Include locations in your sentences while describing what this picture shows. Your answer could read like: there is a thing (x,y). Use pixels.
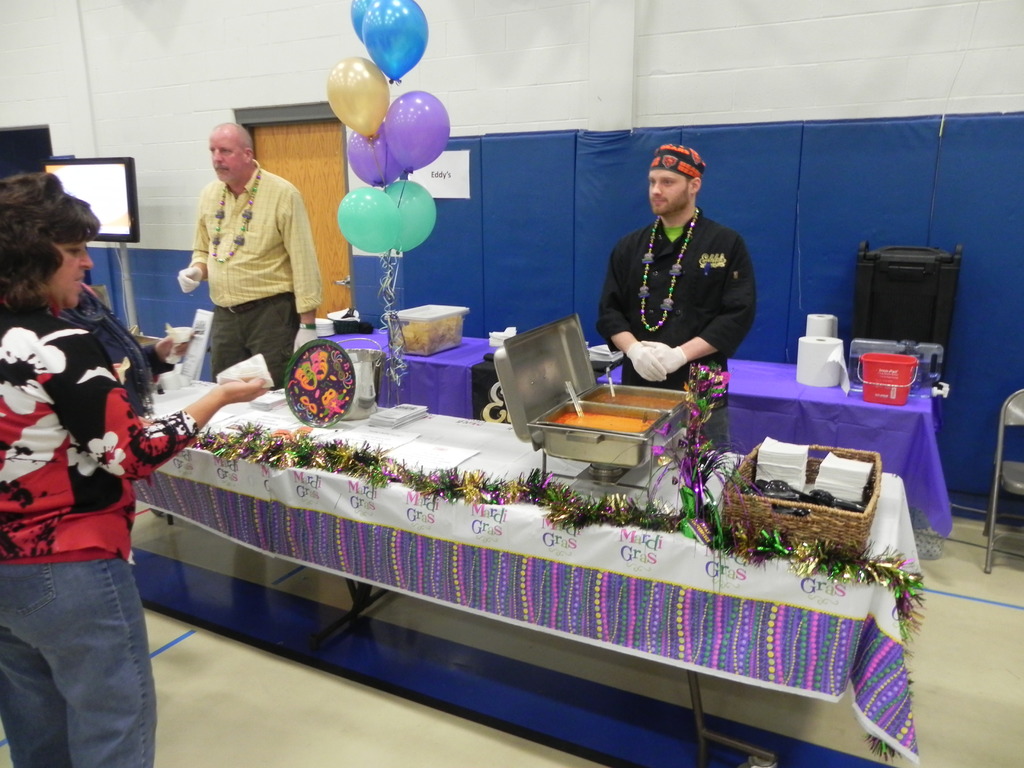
This image is taken indoors. At the bottom of the image (302,656) there is a floor (529,685). In the background (598,71) there is a wall (237,100) with a door (318,179). In the middle of the image (417,497) there are two tables (678,489) with tablecloths (443,372) and many things (266,396) on them and two men (232,267) are standing on the floor (958,723). There are a few balloons (381,169). On the right side of the image (1010,538) there is an empty chair (993,546). On the left side of the image (132,354) a woman (30,454) is standing on the floor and there is a monitor (77,168).
